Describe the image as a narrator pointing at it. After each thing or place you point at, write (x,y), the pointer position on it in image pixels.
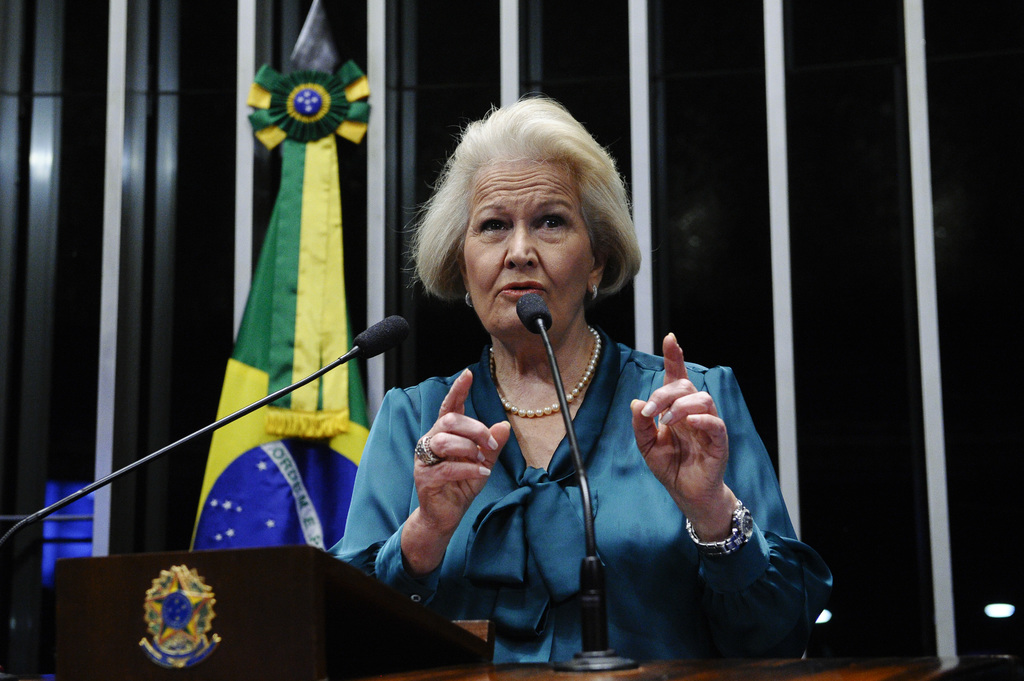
This image is taken indoors. In the background (733,176) there is a wall (207,256) and there is a flag (297,296). At the bottom of the image (463,656) there is a podium (318,665) with two mics (395,337) on it. In the middle of the image (548,434) a woman (538,522) is standing and talking.
